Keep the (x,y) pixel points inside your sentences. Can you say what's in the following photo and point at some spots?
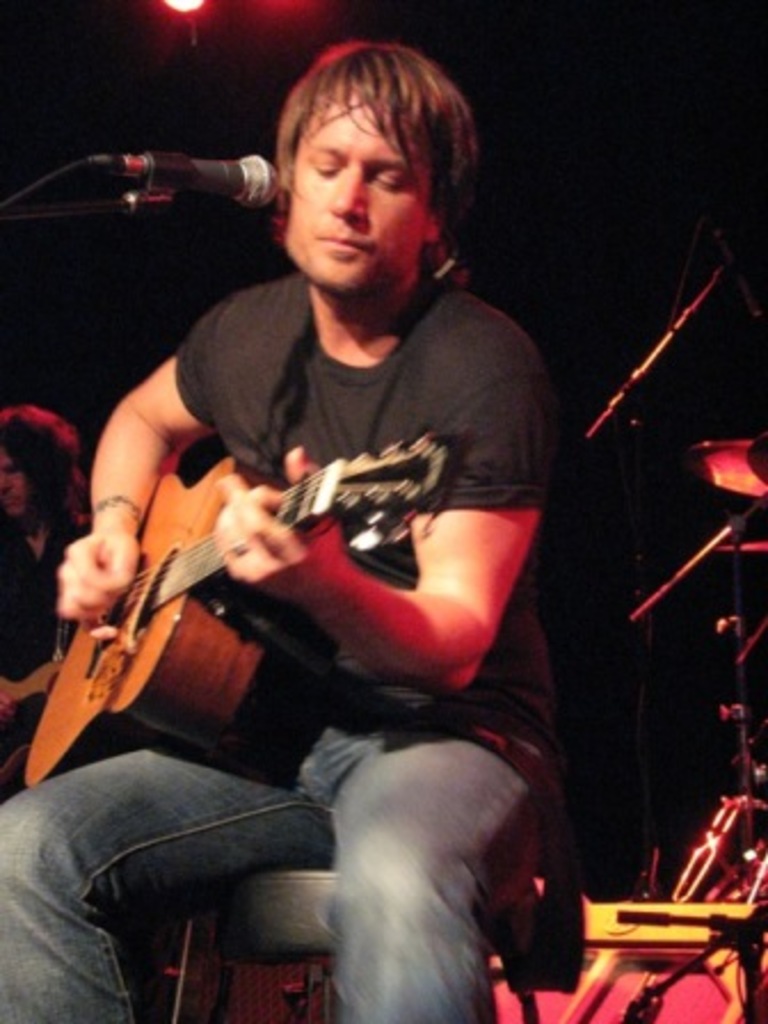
In this picture a shaggy haired guy (329,317) is playing a guitar (103,690) with a mic (253,194) in front of him. There are also few musical instruments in the background (710,844) and a guy (41,535) playing a guitar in the background (36,485).
